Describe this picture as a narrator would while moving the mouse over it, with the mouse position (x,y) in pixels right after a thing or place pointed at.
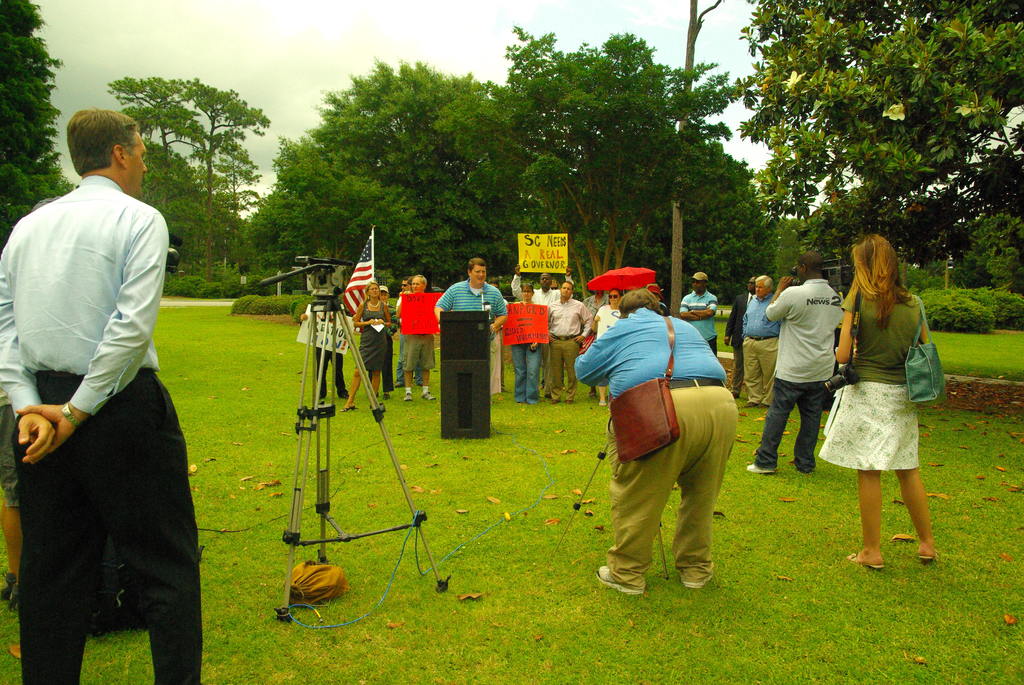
On the left side of the image (116,370) there is a person (128,411) standing. In front of him there is a stand (296,438) with a camera (334,281). And there is a man (649,334) with a bag (644,406) and he is bending. Beside him there is a lady (872,345) standing and wearing a bag (906,374) and a camera (853,374). In front of them there is a man (461,308) standing behind the podium (450,348). Behind him there are few people (587,322) standing and holding posters (517,324) and flags (354,282) in their hands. Behind them there are trees (234,136). At the top of the image (175,24) there is sky (379,46).
